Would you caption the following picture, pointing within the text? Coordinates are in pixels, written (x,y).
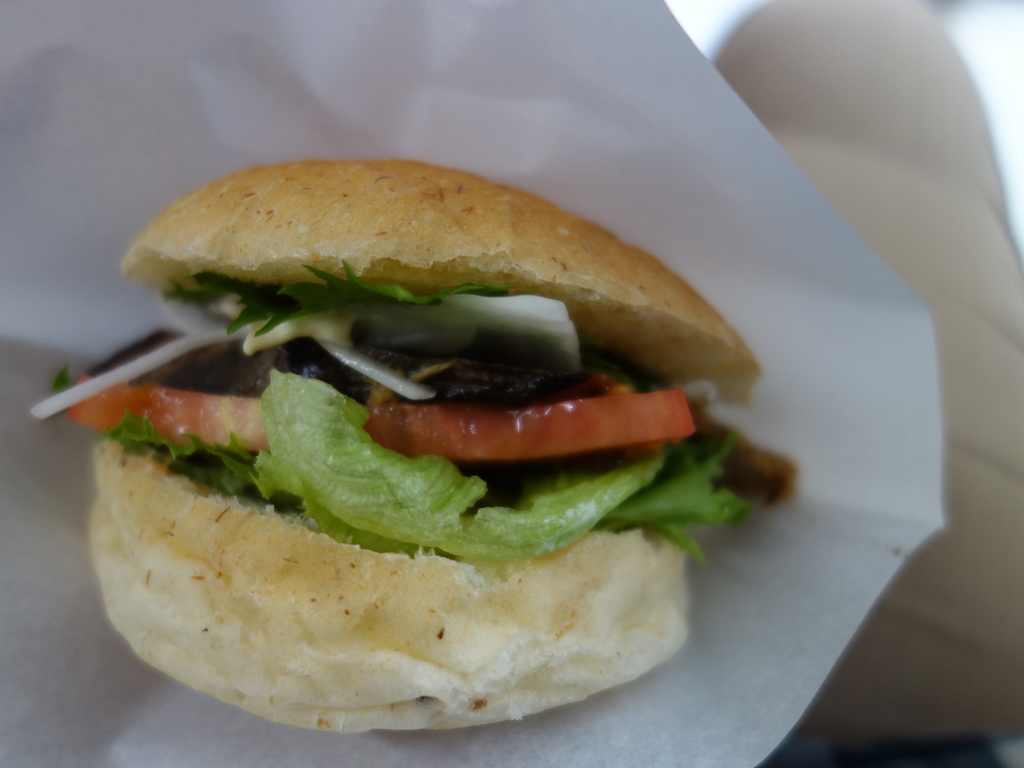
In this image there is a burger (432,457) on a white paper (532,141). The background (910,77) is blurry.
